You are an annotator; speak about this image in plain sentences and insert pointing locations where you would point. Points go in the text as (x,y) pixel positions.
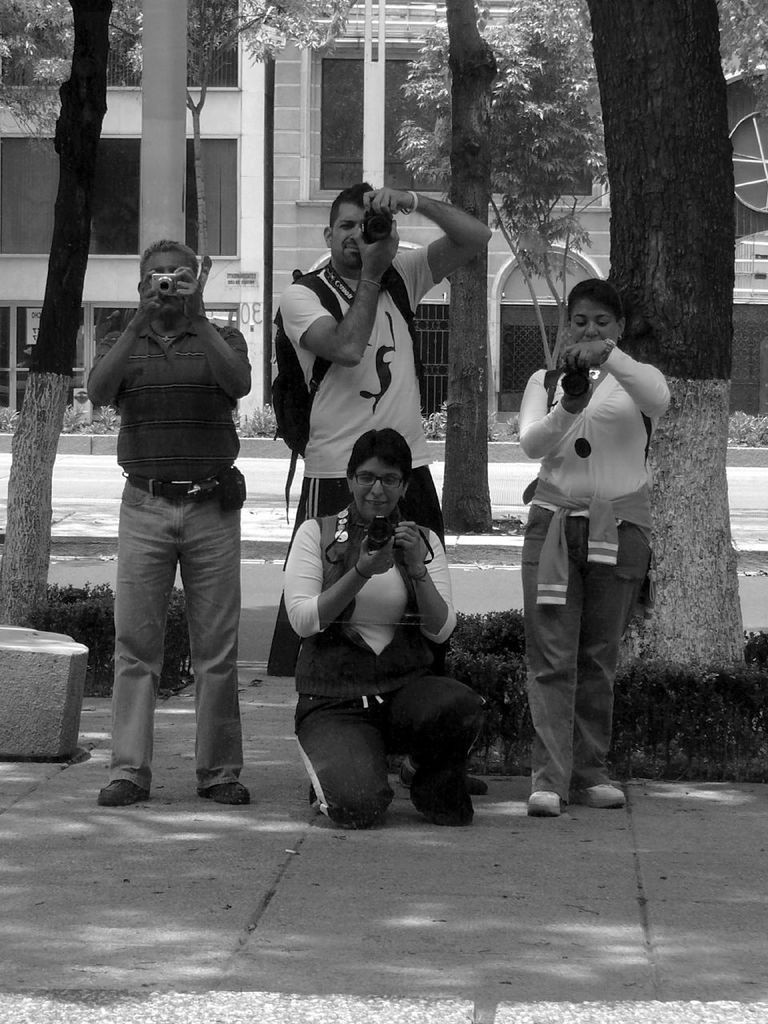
In this picture I can observe four members (404,513) holding cameras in their hands (566,406). Two of them are women (319,553) and the remaining are men (384,351). In the background (218,295) I can observe trees (204,188) and a building (321,109). This is a black and white image.
